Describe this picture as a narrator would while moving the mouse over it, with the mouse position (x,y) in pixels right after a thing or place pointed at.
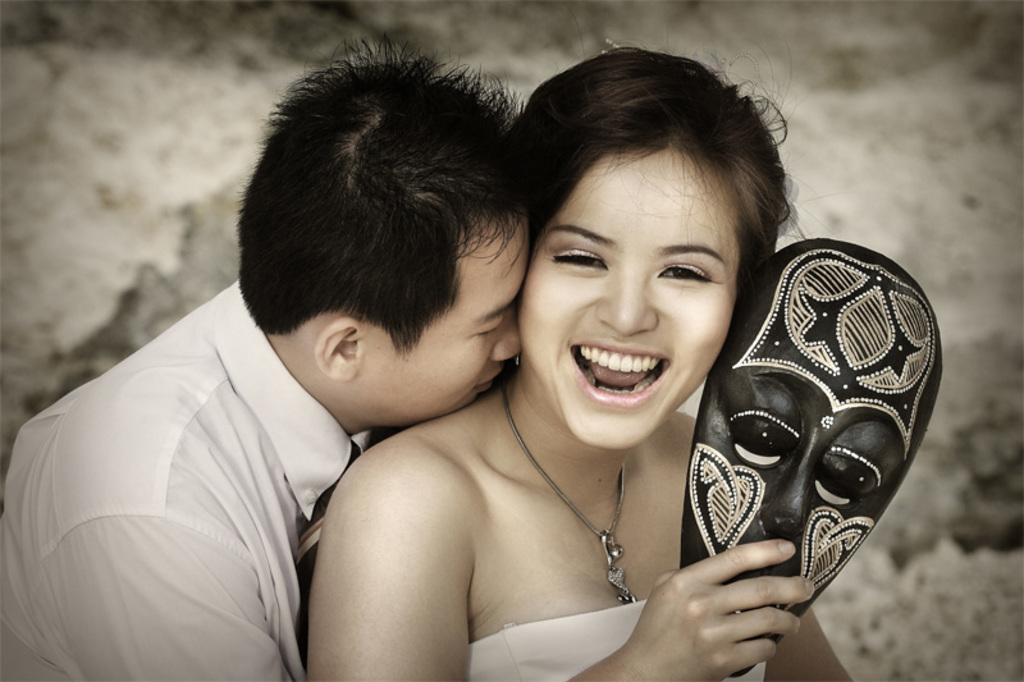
In the image we can see there are two people (403,545) standing. The woman (602,496) is holding a face mask (803,440) in her hand (737,569) and the man (77,568) is wearing tie (301,572).
